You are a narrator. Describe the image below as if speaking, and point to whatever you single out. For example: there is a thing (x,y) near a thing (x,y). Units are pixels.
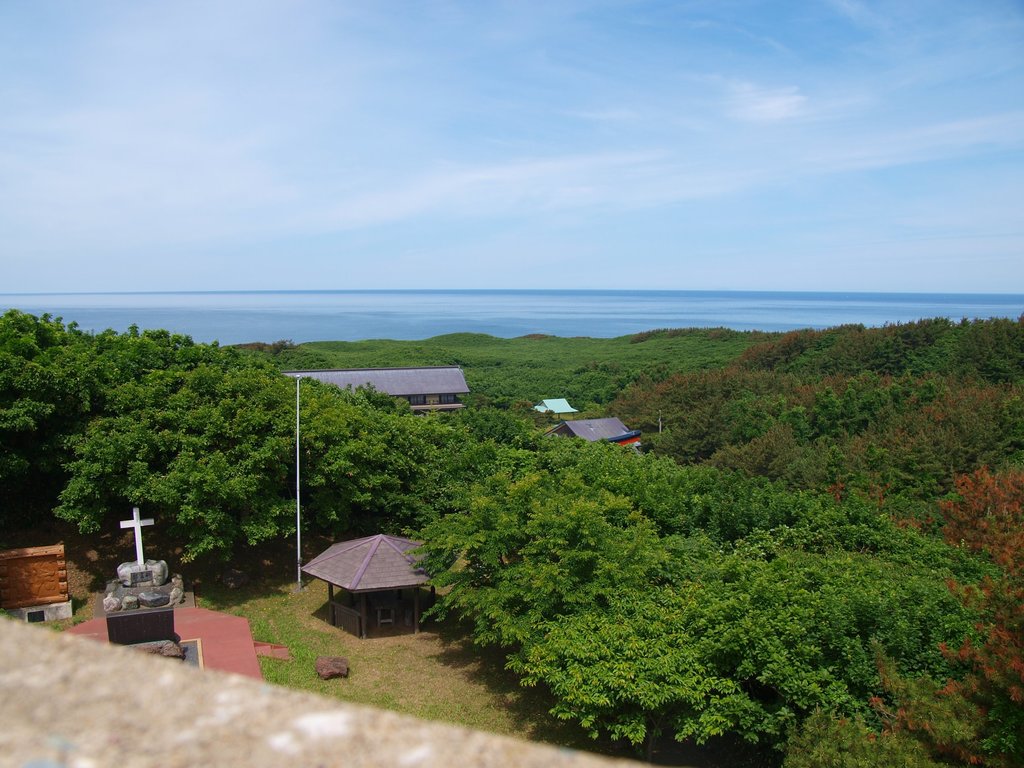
In the foreground of this image (197,717), on the bottom (128,737), it seems like a wall (165,690). In the background (656,524), there is greenery (384,477) and few houses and a shelter (395,579) and we can also see a cross symbol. In the background (860,303), there is water (322,324). On the top (671,66), there is the sky (229,75) and the cloud (129,123).
